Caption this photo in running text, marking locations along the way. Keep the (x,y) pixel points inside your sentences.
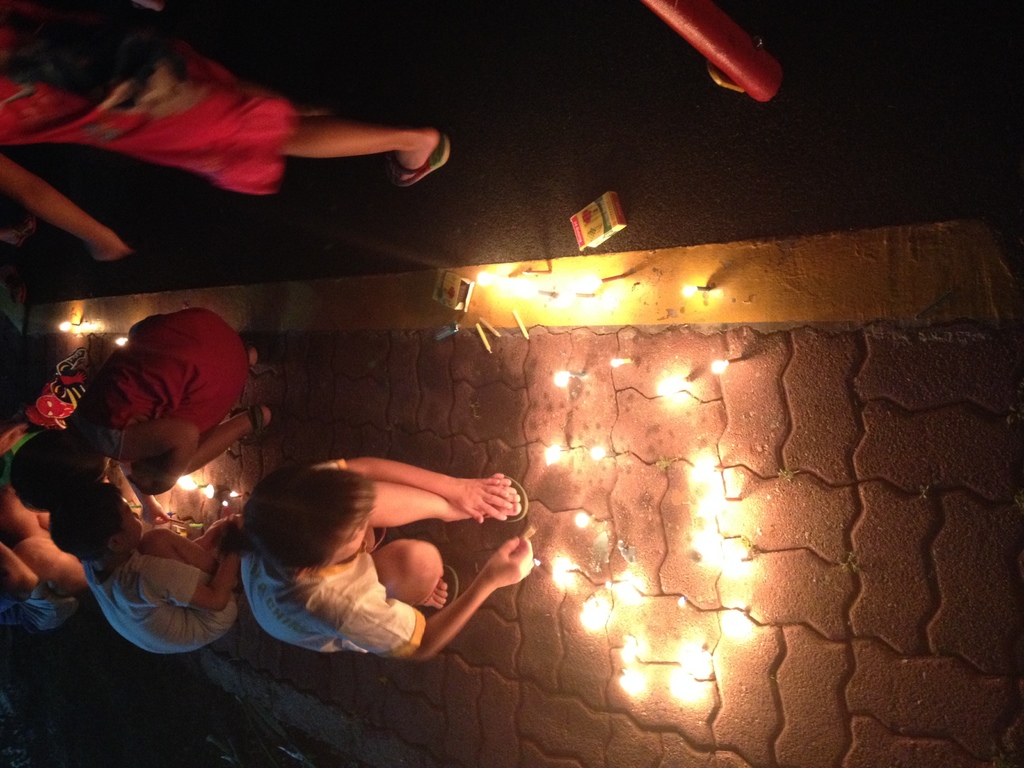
At the bottom of the image (285,637) on the footpath (370,679) there are few kids (83,506) and also there are lighted candles (740,565). There are candle boxes (463,278). In the top left side of the image (126,81) there is a person (24,191). At the top of the image (697,26) there is a red color object (729,46).
